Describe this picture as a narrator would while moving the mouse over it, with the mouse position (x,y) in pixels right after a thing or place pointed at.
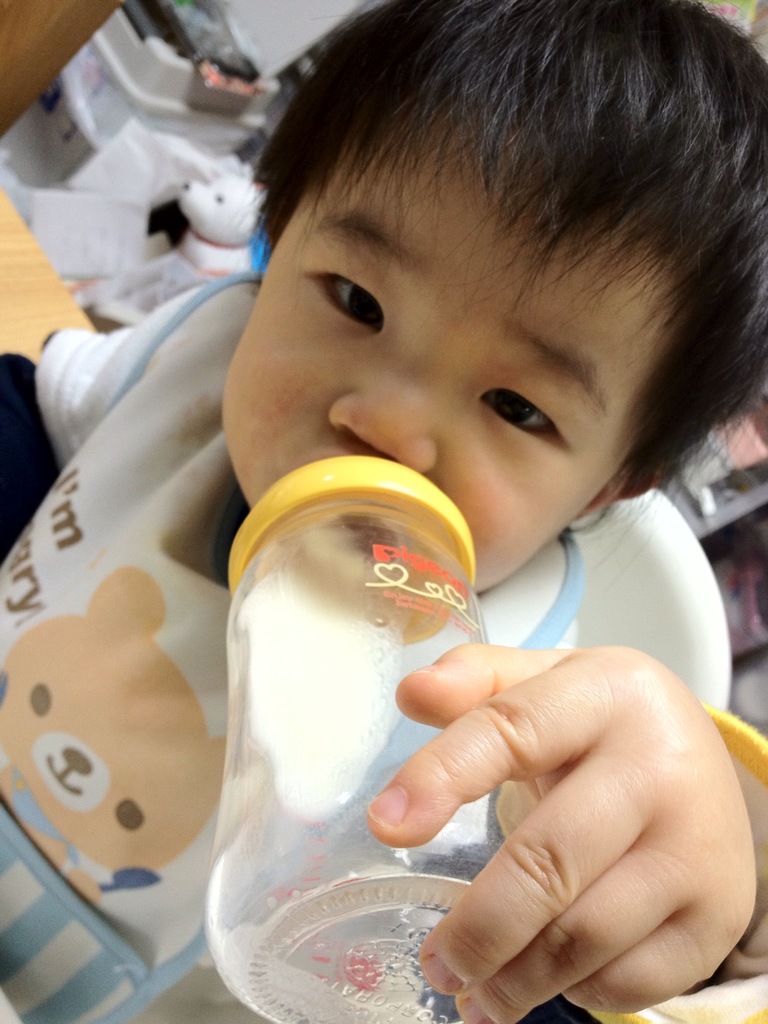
In this image I see a child (557,12) who is sitting on a chair (200,987) and there is a bottle (264,719) over here.
